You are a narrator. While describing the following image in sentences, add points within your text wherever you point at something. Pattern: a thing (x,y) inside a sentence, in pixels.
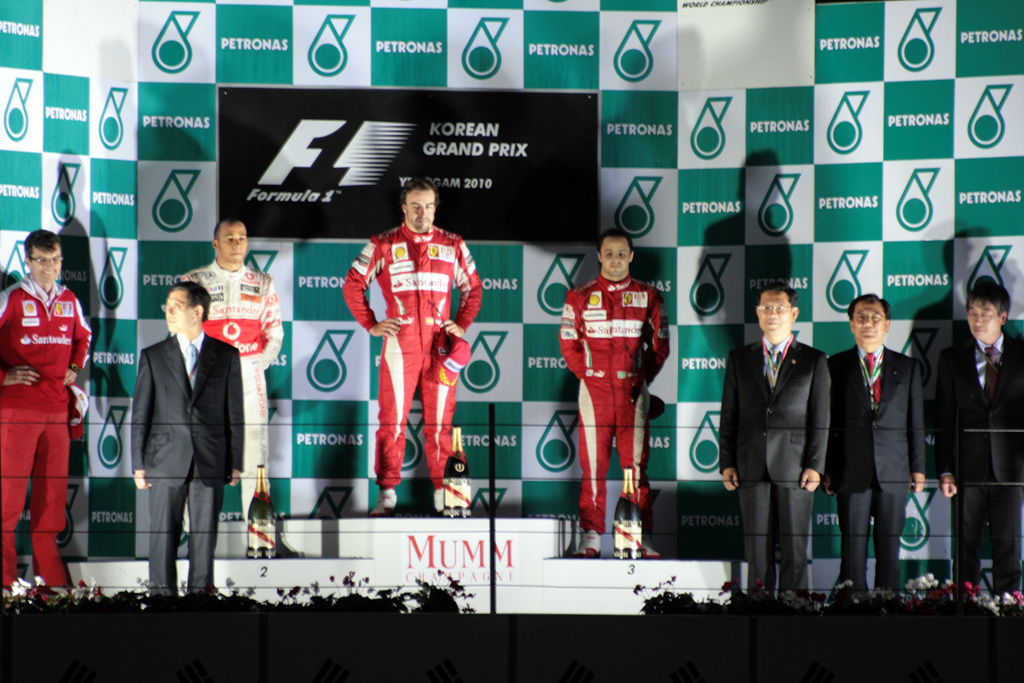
In this picture we can see people (264,432), here we can see bottles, plants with flowers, banner (352,499) and some objects (492,501).
